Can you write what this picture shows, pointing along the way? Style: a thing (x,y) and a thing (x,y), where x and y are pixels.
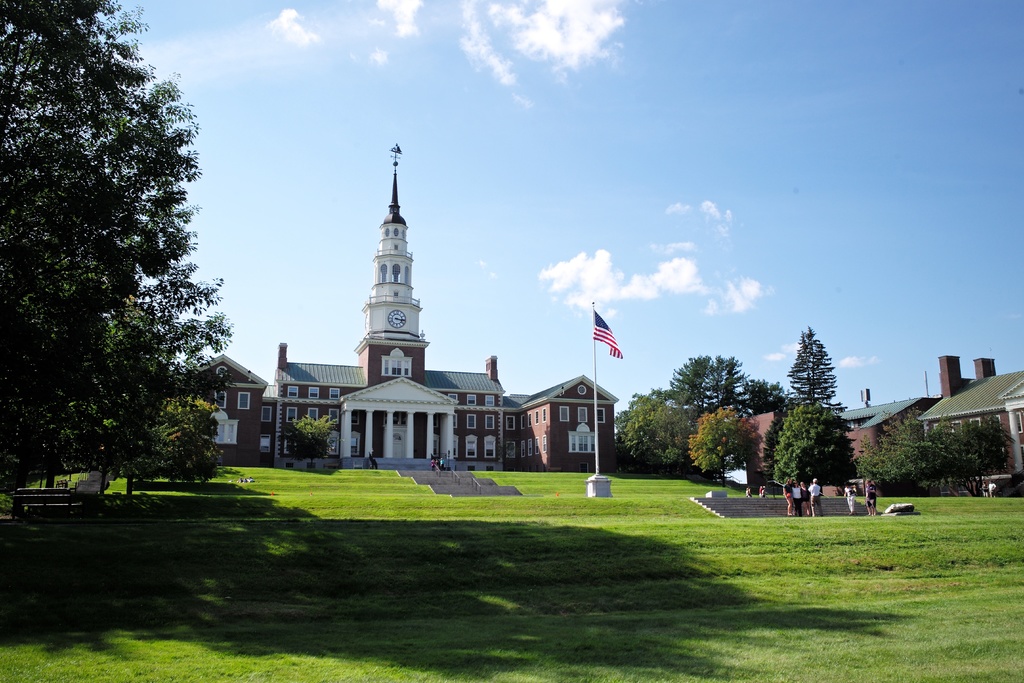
In this image I can see few people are standing on the ground (754,544). These people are wearing the different color dresses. To the side of these people (812,491) I can see many trees (769,462). In the background (379,415) I can see the building (384,464) which is in brown and white color. I can also see the clock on the building (386,353). There is a flag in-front of the building (497,454). To the left (89,388) I can see few more trees (140,345). In the background (361,285) there are clouds (594,19) and the blue sky (481,179).
